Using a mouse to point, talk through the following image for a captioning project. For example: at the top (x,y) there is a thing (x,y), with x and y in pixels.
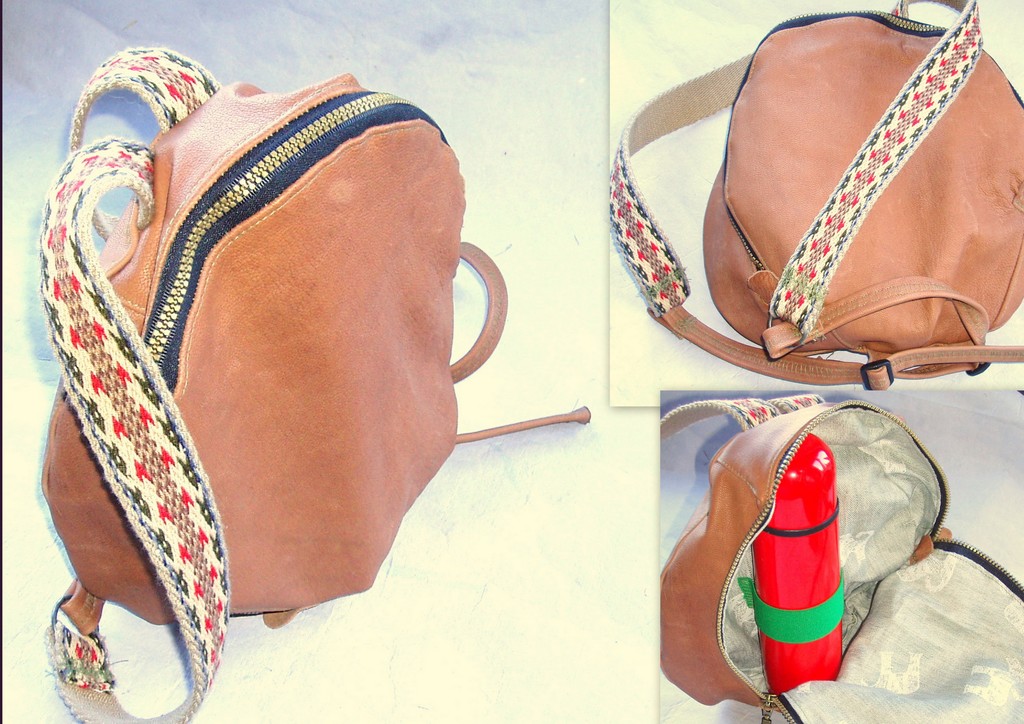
This image is a collage image of a bag (799,263). On the bottom right side of the image (840,598) there is a bottle (807,537) in the bag (816,412).
